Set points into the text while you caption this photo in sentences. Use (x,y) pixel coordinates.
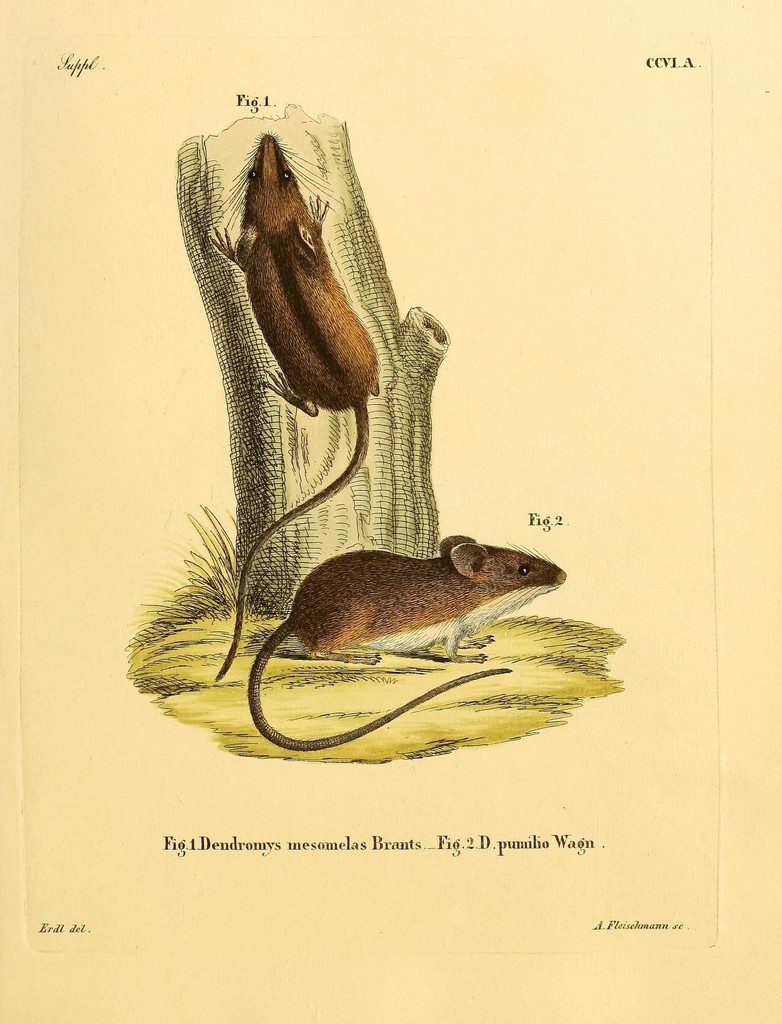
In this picture we can see paper (677,488), on this paper (650,471) we can see rats (365,407), tree trunk (285,546) and text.
